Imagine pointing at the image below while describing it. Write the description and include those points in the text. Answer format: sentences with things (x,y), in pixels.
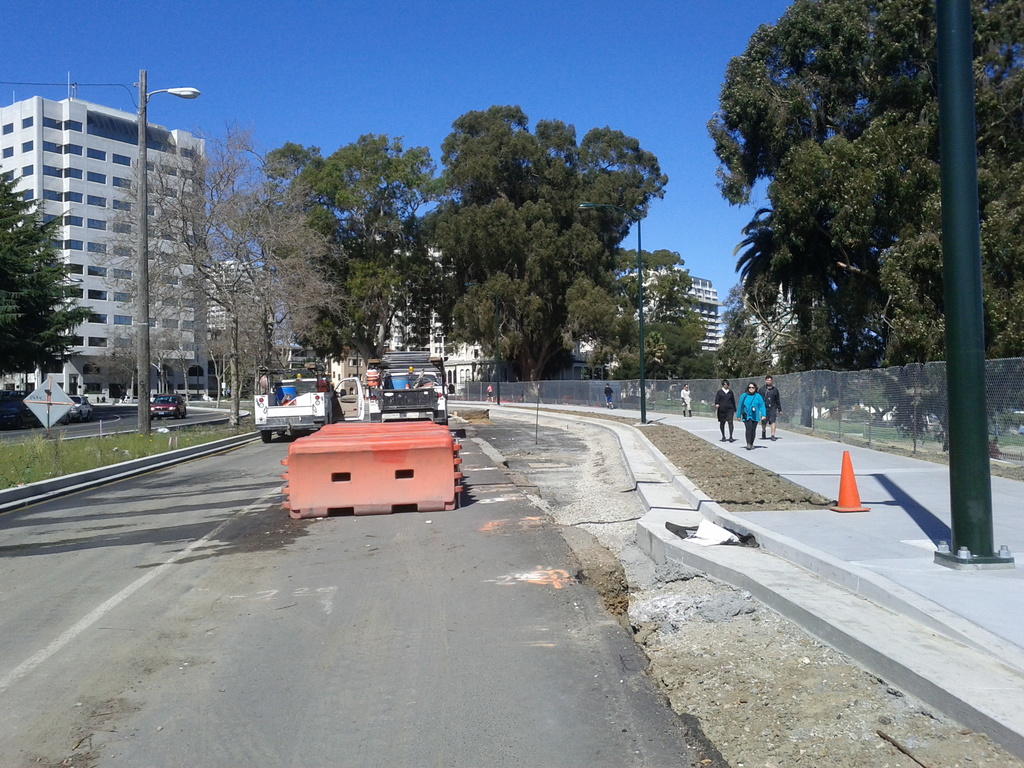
In this image I can see the road (518,495), some barricades (288,460) and vehicles (404,408) on the road (283,448). I can see some poles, sign boards (55,385), trees (37,347), a walkway (766,427) or a footpath (781,451) on which I can see some people (768,384) walking. I can see some buildings (98,215) behind the trees (414,294). At the top of the image (619,123) I can see the sky (656,129).
